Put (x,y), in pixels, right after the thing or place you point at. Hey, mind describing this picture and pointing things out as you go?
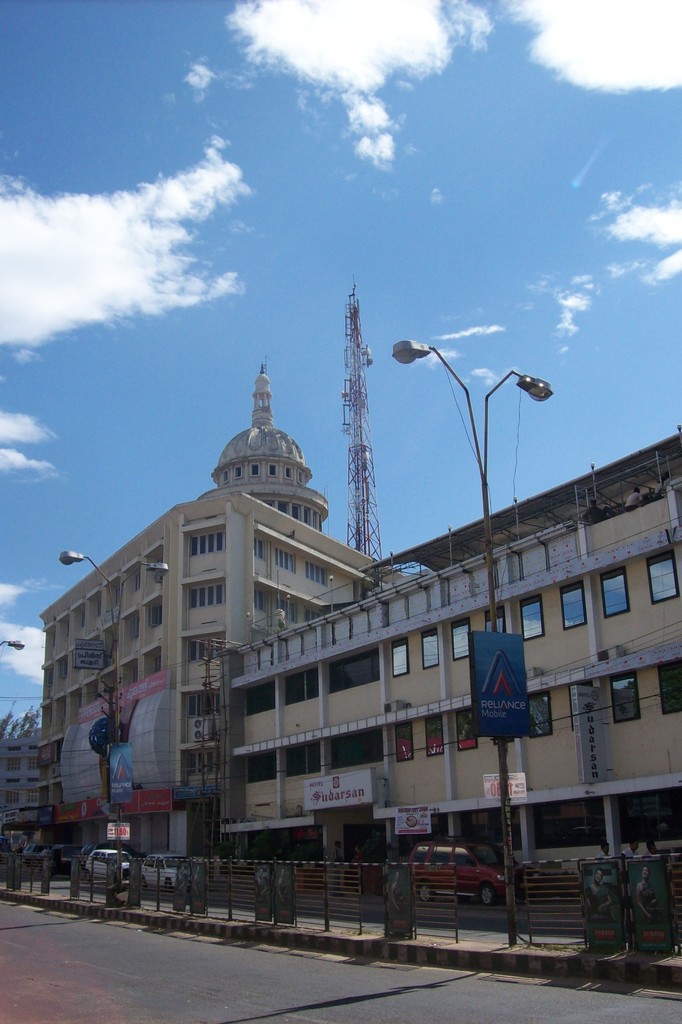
In front of the image there is a road (260,993), beside the road (162,962) there is a divider (326,906) with metal rod partition (572,925), on the divider (454,903) there are lamp posts (495,611) with display boards (485,732) on it, on the other side of the road (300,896) there are vehicles (154,871) on the road (354,908) and there are a few people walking on the pavement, on the other side of the pavement (307,876) there are buildings (220,820) with banners (420,821) and display boards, behind the buildings (340,561) there is a tower (365,513), at the top of the image (354,219) there are clouds (535,7) in the sky (68,571).
